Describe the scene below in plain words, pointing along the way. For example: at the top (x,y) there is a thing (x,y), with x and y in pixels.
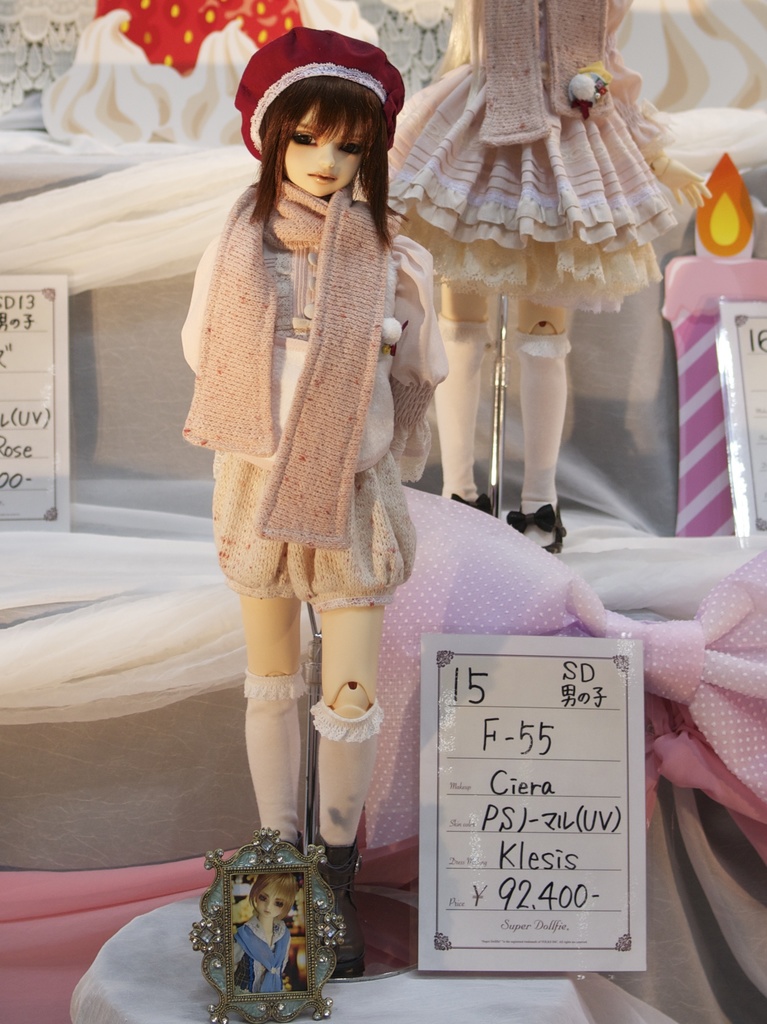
This picture consists of Super Dollfie dolls (405,251) in the image and there are price cards (545,837) in the image, it seems to be there is a poster (666,56) in the background area of the image (666,56).
